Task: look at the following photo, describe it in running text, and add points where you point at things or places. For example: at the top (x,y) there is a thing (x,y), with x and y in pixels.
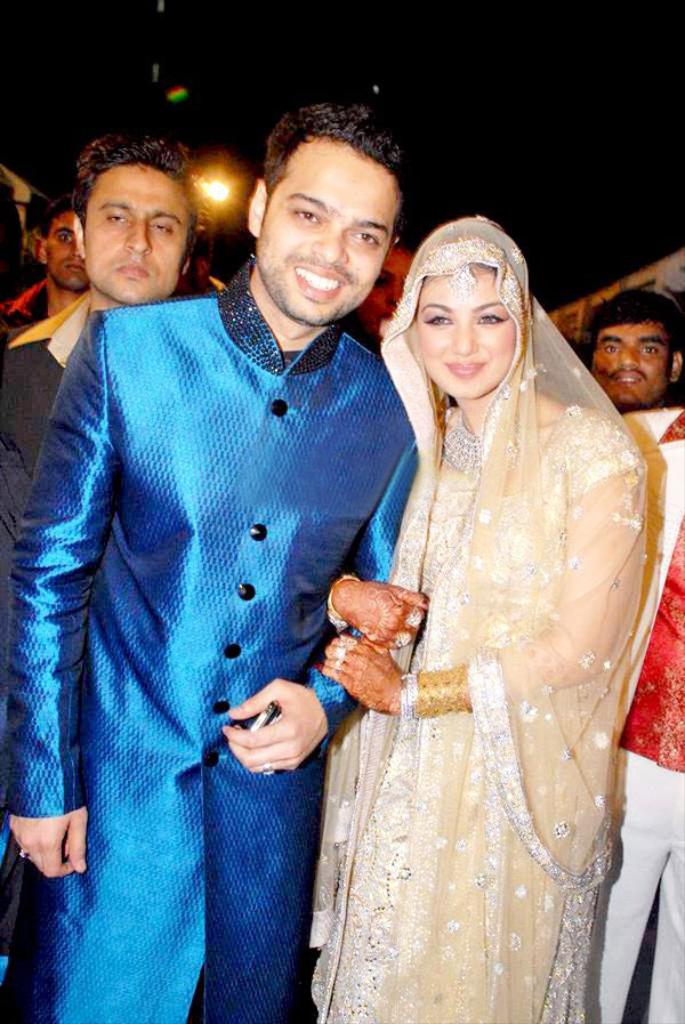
In this image we can see a man (298,540) and a woman (517,707). The man (294,412) is wearing a blue color dress (281,554) and the woman (455,564) is wearing a traditional dress (524,729). In the background (608,363), we can see so many people (647,367). At the top of the image (233,193), we can see a light (207,191).
